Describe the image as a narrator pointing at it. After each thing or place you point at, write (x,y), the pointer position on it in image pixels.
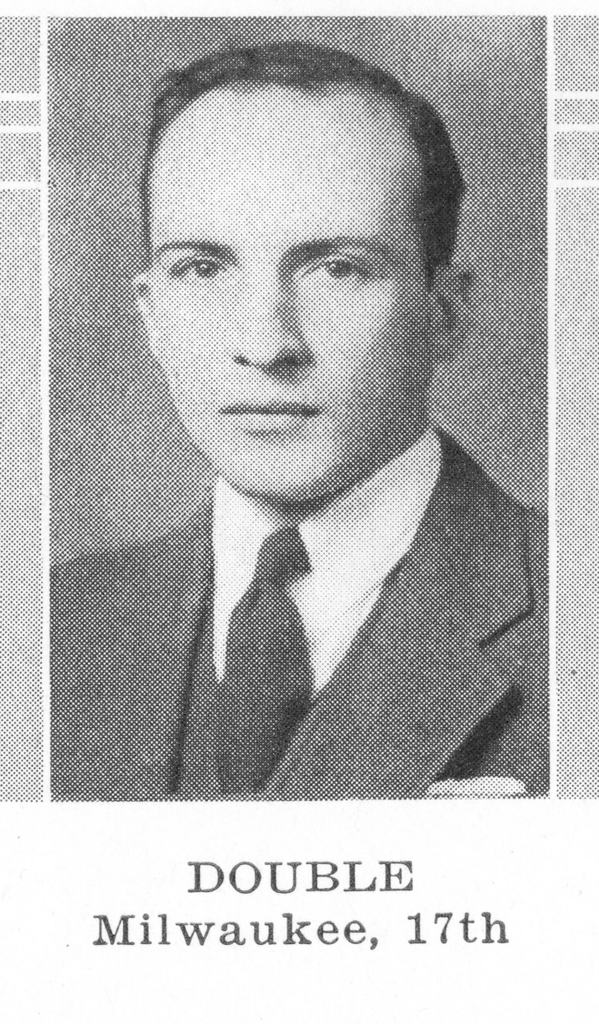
In this image I can see a man (404,544) is there, he is wearing a tie (292,638), shirt (383,548), coat (384,634). At the bottom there is the name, this image is in black and white color.
